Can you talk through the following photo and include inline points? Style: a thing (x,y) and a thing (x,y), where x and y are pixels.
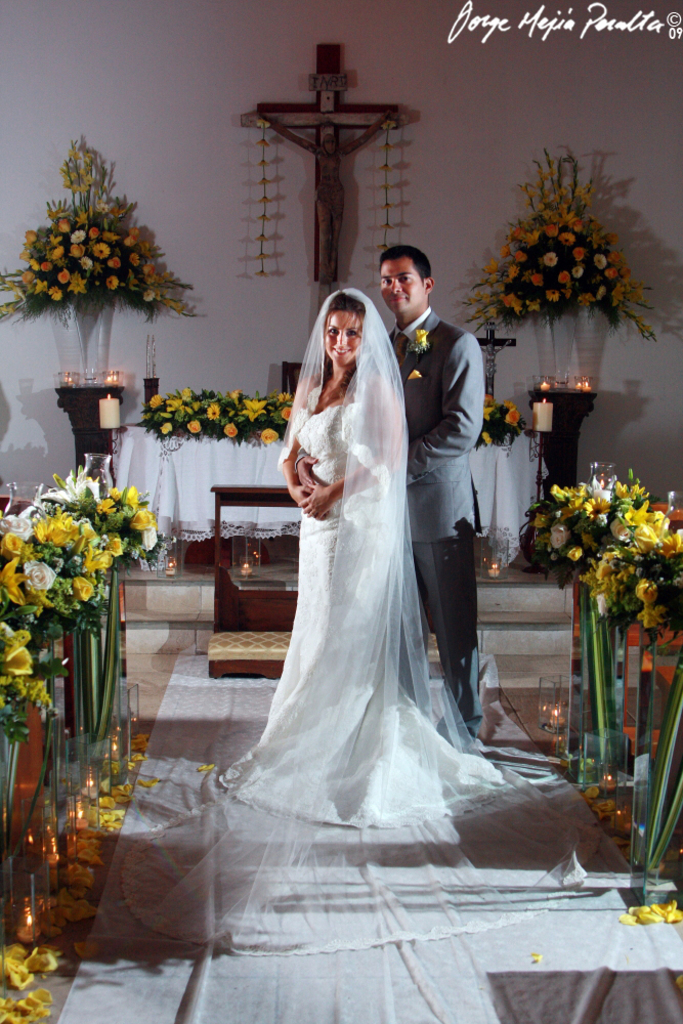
In this image we can see a man (458,496) and a woman (423,806) standing on the cloth (379,930) and they are smiling. Here we can see flower bouquets (675,589), tablecloth (243,517), and candles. In the background (254,136) we can see wall (472,280) and a statue (337,88). At the top of the image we can see something is written on it.
